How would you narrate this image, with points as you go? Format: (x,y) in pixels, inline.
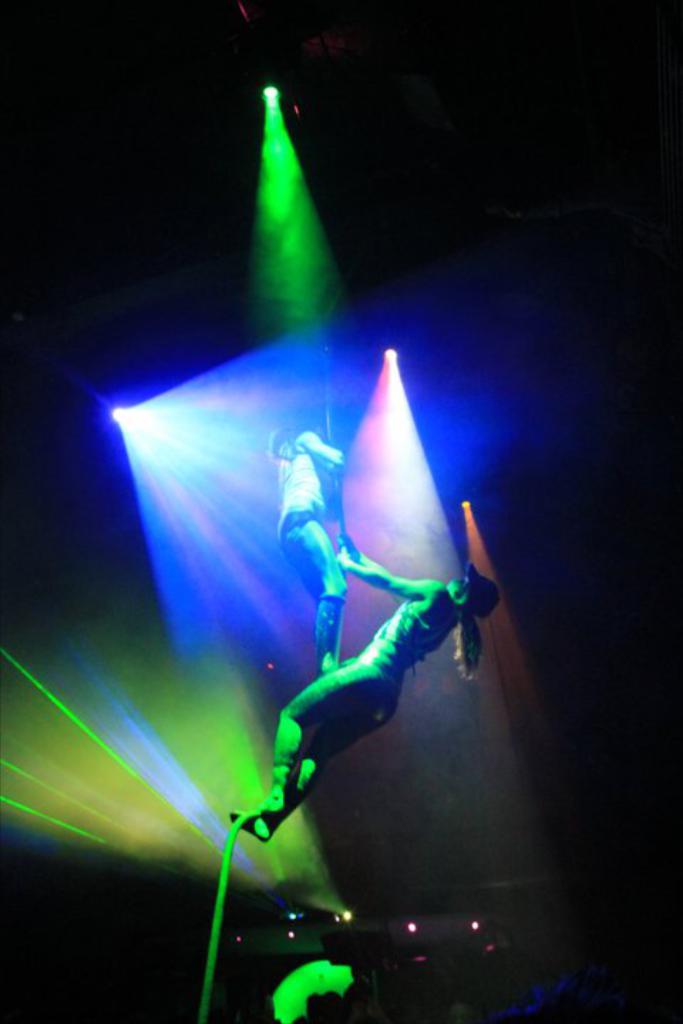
This image is taken indoors. In this image the background (221,140) is dark. In the middle of the image (405,514) there are a few lights (252,494) and two women (342,598) are dancing and holding a rope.
